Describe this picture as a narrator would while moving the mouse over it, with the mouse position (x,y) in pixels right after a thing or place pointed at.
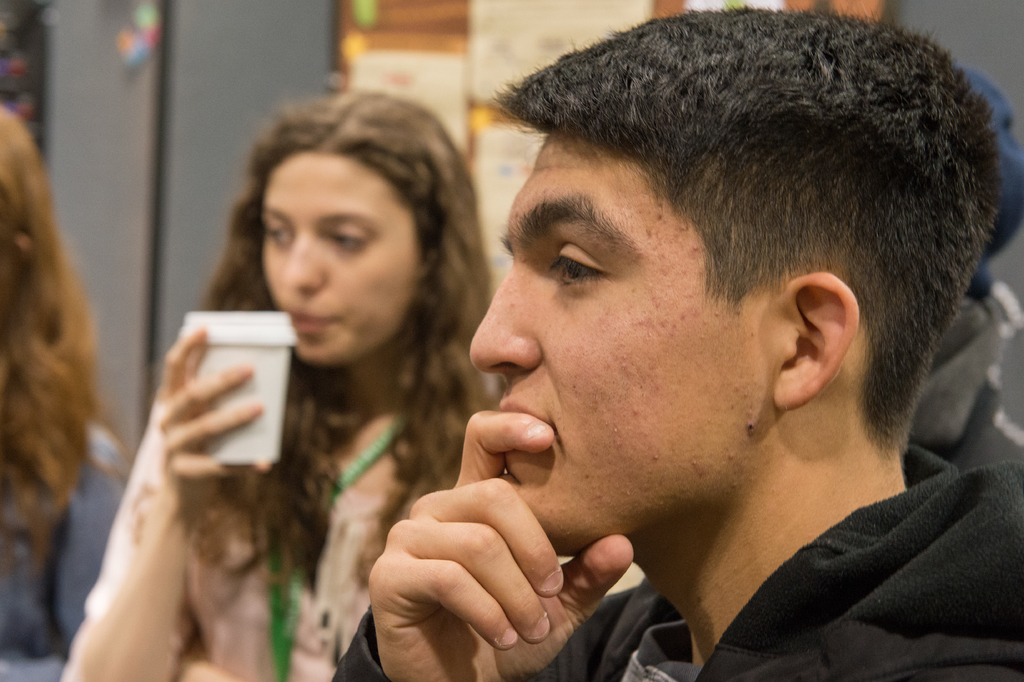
In this picture I can see there is a man (744,559) sitting, he is wearing a hoodie (589,636) and is looking at left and there is a person (975,364) sitting next to him, there is a woman (330,527) sitting, she is holding a glass (219,335) and looking at left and there is a wall (168,321) in the backdrop (203,103) and there is a poster (529,35) on the wall (178,307).
